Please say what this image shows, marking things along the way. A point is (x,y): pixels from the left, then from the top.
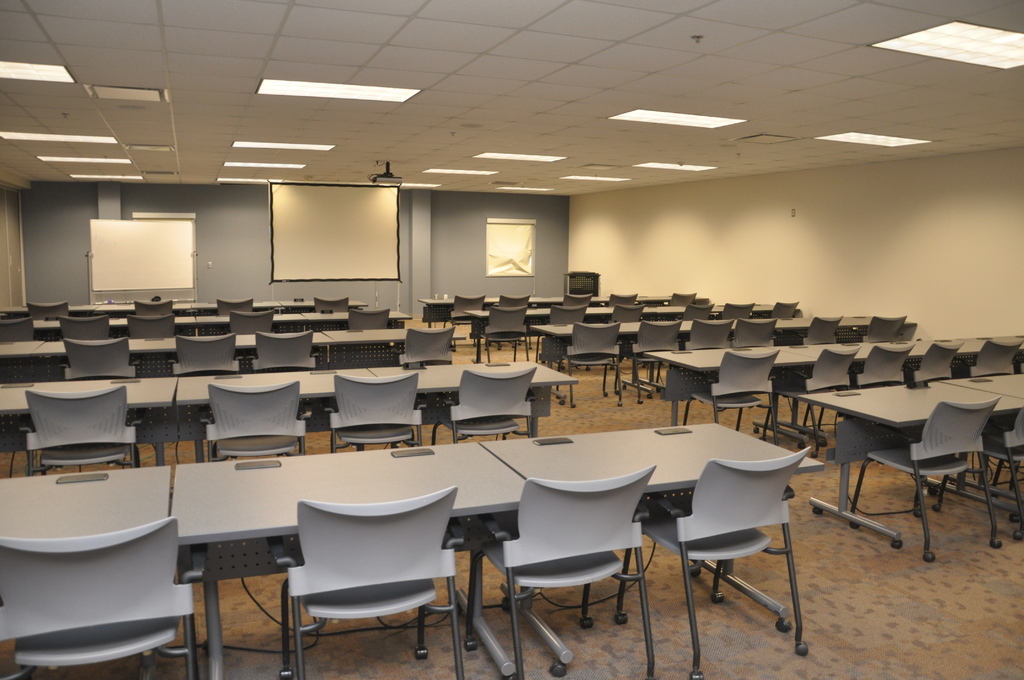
In this image, we can see so many tables (23,512) and chairs (55,462) on the floor (950,593). Background (633,265) there is a wall (454,286), screen (335,280), board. Top of the image (504,105), there is a ceiling (498,107) with lights (479,174). Here there is a projector (388,182).
